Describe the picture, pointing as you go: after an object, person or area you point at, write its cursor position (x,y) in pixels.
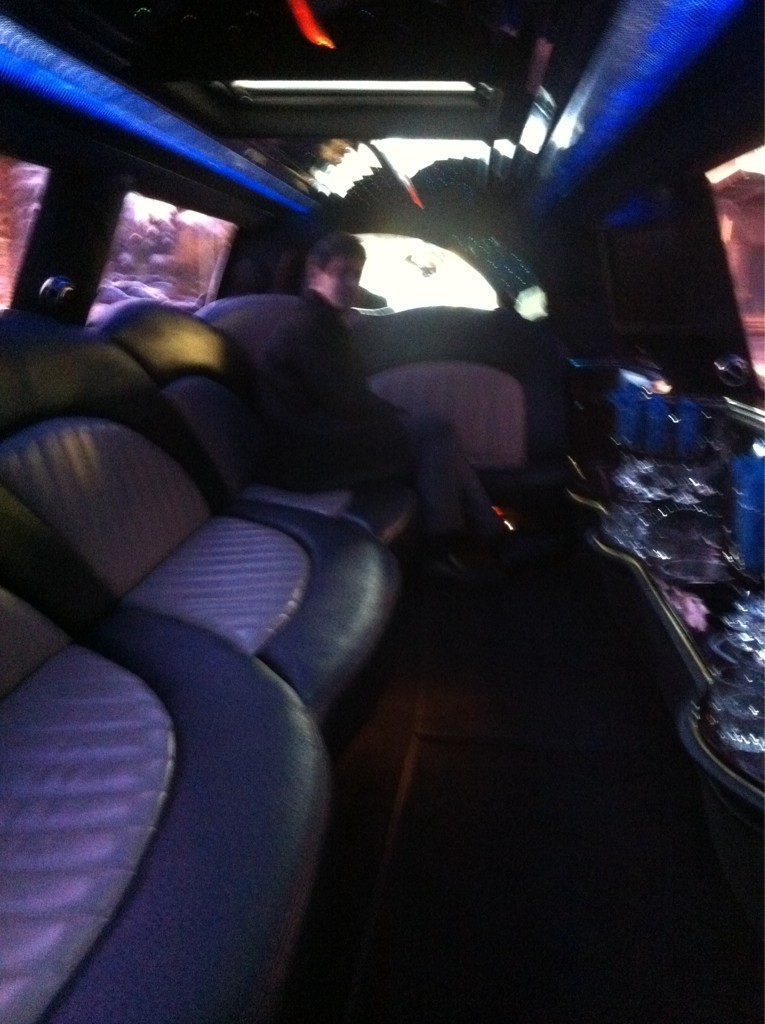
In this image I can see there is a person (338,348) sitting on the seat (139,643) and there is an object (674,444) at right side (687,534), there are few windows (151,214) and lights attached to the ceiling (173,35).
